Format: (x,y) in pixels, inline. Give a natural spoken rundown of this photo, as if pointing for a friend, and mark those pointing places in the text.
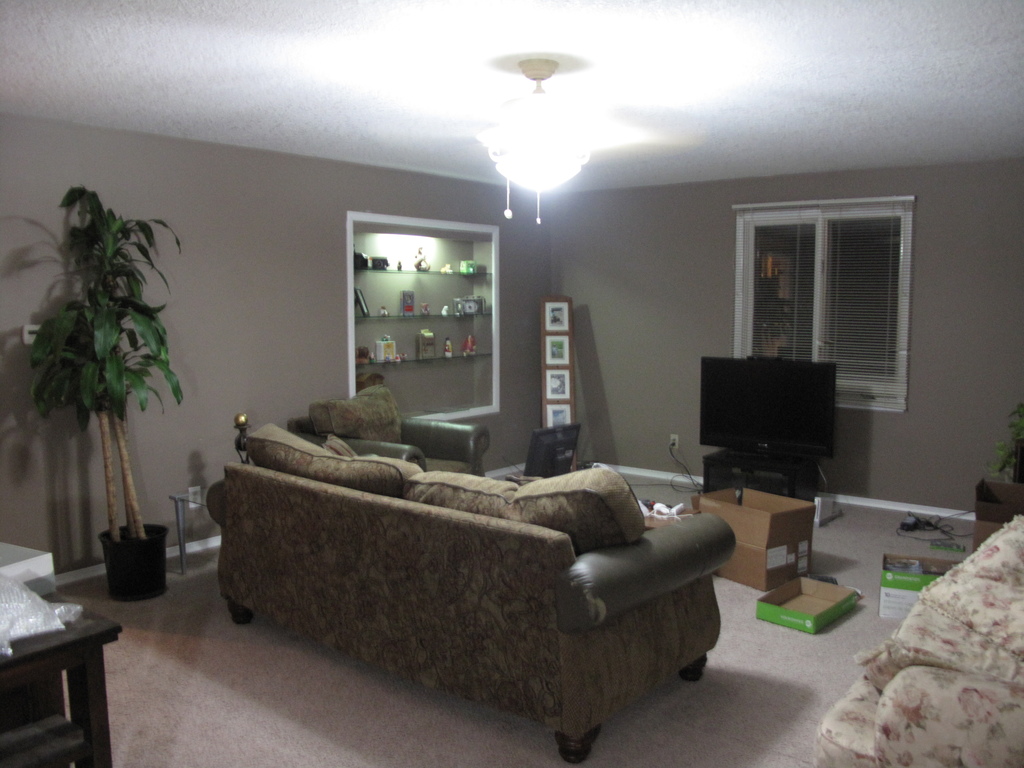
It is a living room (468,489) there is a sofa set (444,511) in front of that there are some gadgets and some boxes (776,557), in front of that there is a television (760,445), to the left side there are some photos (562,344) behind that there is a wall (536,261) inside the wall (536,265) there is a cupboard (436,346) and there are some things (413,301) inside the cupboard (397,352), to the right side (844,320) behind the television (825,367) there is a window (809,314), to the left side of the sofa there is a plant (111,289) and behind that there is also a table (32,733), the table (42,666) is of black color.
